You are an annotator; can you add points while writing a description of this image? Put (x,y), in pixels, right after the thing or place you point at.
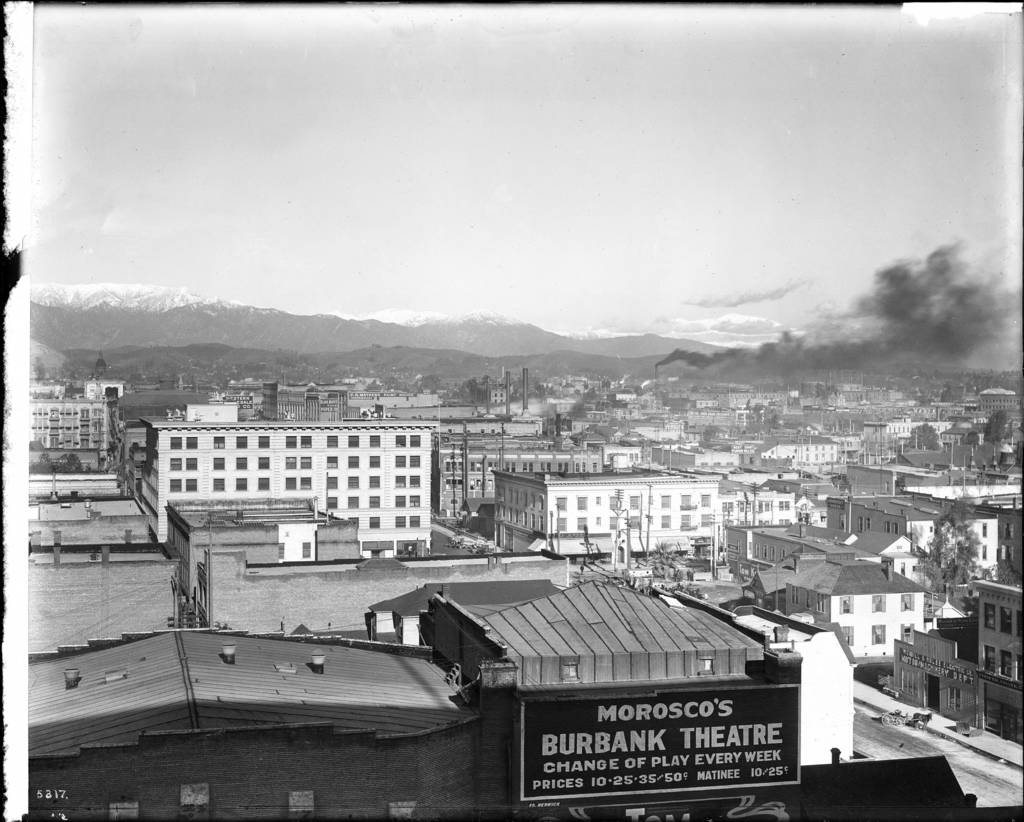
In the image we can see there are buildings (459,498) and there is a factory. There is a smoke (795,343) coming out of the factory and the image is in black and white colour.
